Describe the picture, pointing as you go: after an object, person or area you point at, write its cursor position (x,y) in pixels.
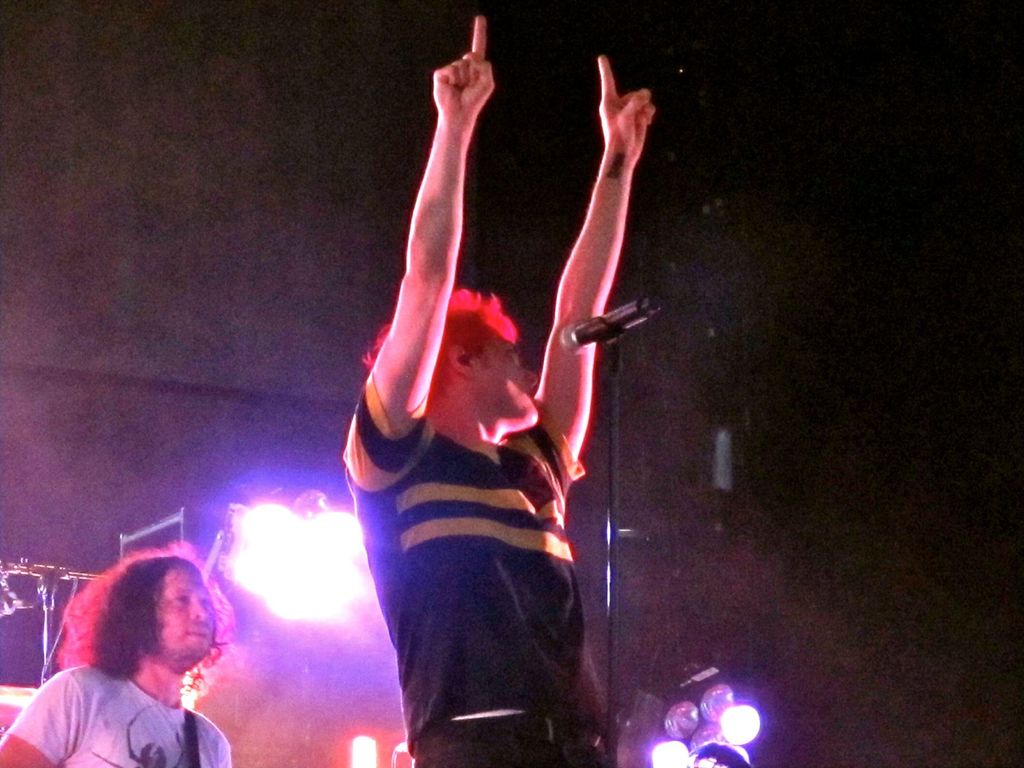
In the center of the picture (471,466) we can see a person (569,416) and a mic (583,332). On the left (104,751) there are stand (43,598), person (173,604), focus lights (268,561) and other objects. At the bottom (674,749) there are focus lights (710,728). In the background (137,165) it is wall (795,312).
